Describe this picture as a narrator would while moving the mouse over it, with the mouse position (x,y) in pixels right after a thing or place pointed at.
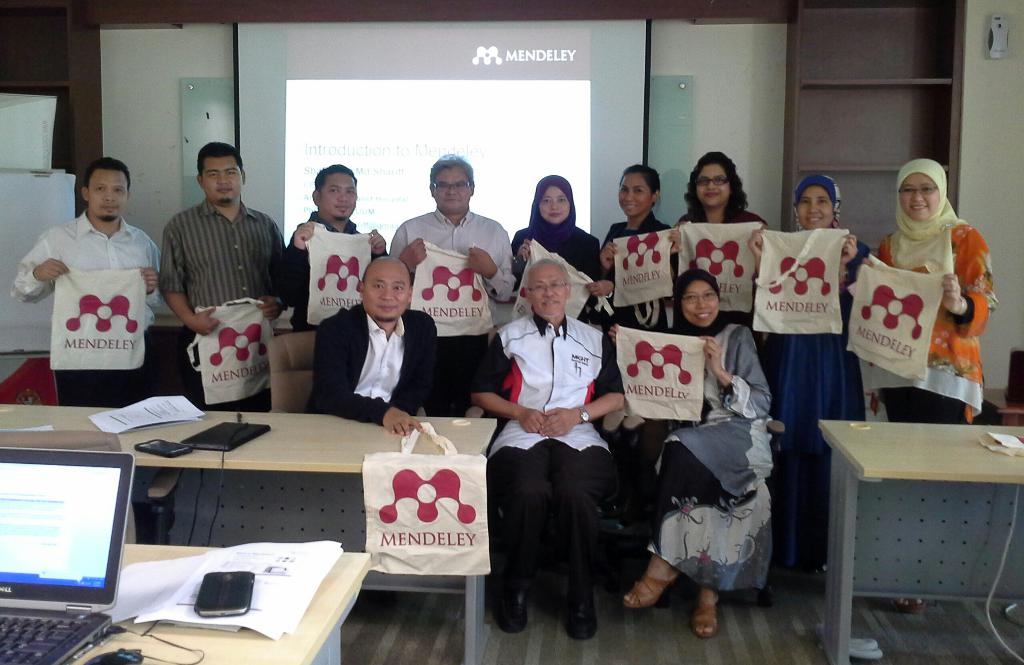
Here we can see that some of them are sitting in front (372,327), and some are standing at back (555,205), and holding some bag (664,374) in their hand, and at back (535,94) there is the projector (524,79), and here is the table (300,430) and some objects (224,449) on it, and here is the laptop (108,559) and papers (208,561) on it.
